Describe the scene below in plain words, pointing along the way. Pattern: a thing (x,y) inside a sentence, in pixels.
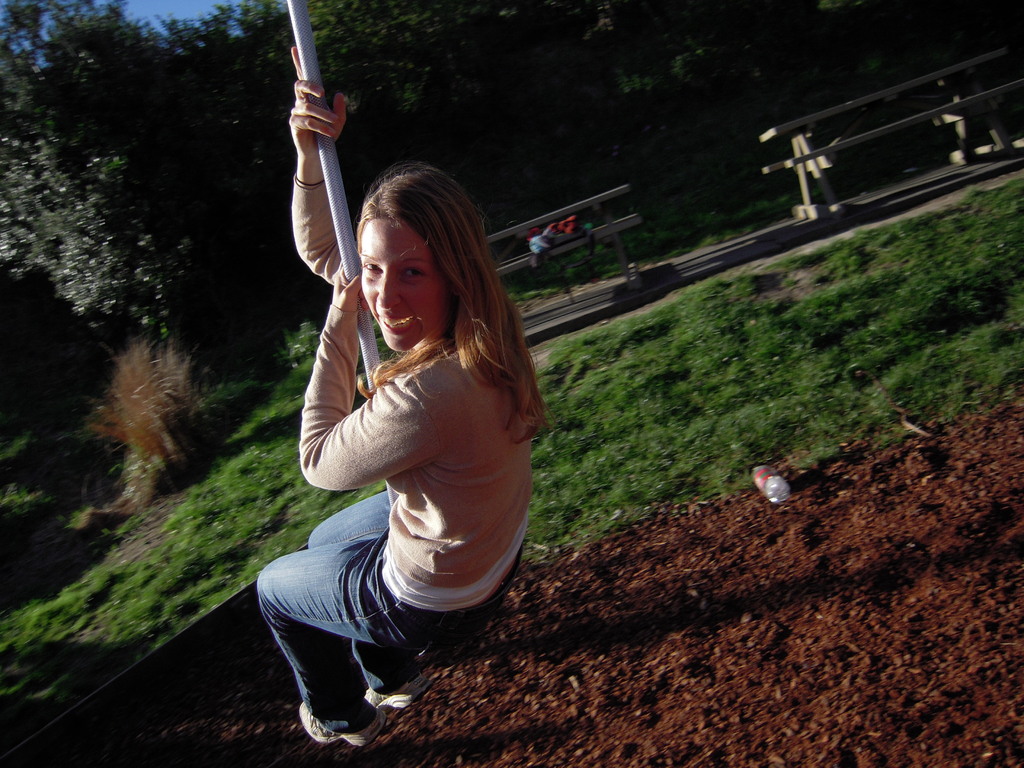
On the left side (320,272), there is a woman (472,311) in a sweater (458,374), holding a pole (298,42), sitting on a surface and smiling. Below her, there is mulch (624,687), on which there is a bottle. In the background (731,398), there are two benches (832,207) and two tables (992,108) arranged on a platform (594,301), beside this platform (578,317), there is grass (759,359) on the ground (581,367), there are trees (166,129) and there is blue sky (157,24).
